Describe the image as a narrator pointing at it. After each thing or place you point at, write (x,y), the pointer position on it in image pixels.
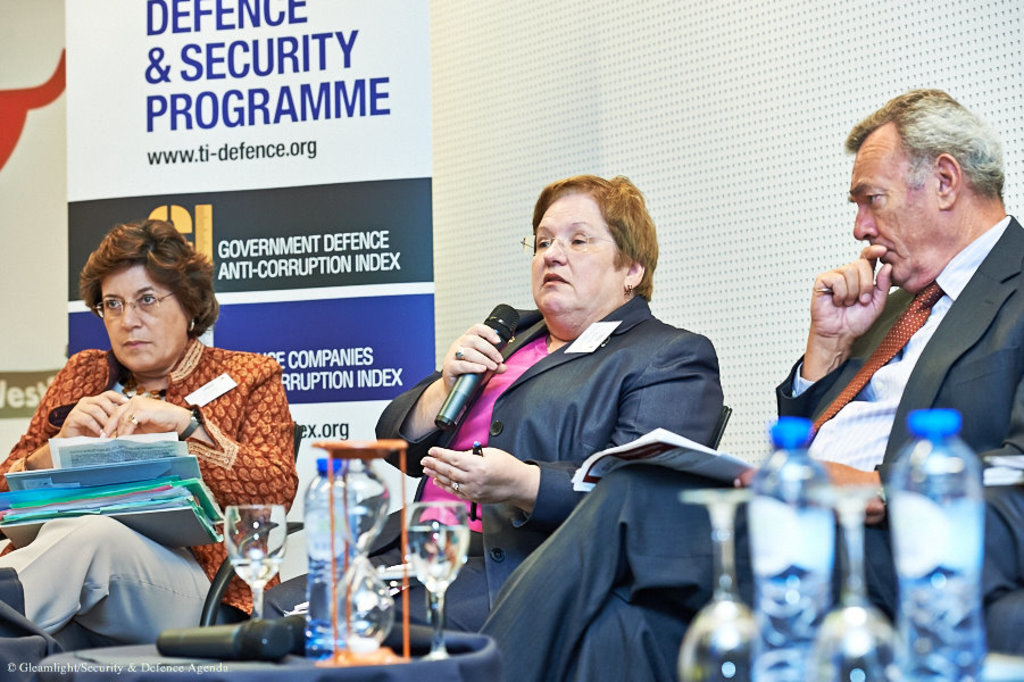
In the picture I can see three people (517,365) are sitting on chairs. Among them the woman (510,373) in the middle (488,390) is holding a microphone (461,407) in the hand (478,344). In the background (363,209) I can see a banner (404,155) on which something written on it. In front of the image I can see bottles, glass (441,642) and some other objects (403,647).
